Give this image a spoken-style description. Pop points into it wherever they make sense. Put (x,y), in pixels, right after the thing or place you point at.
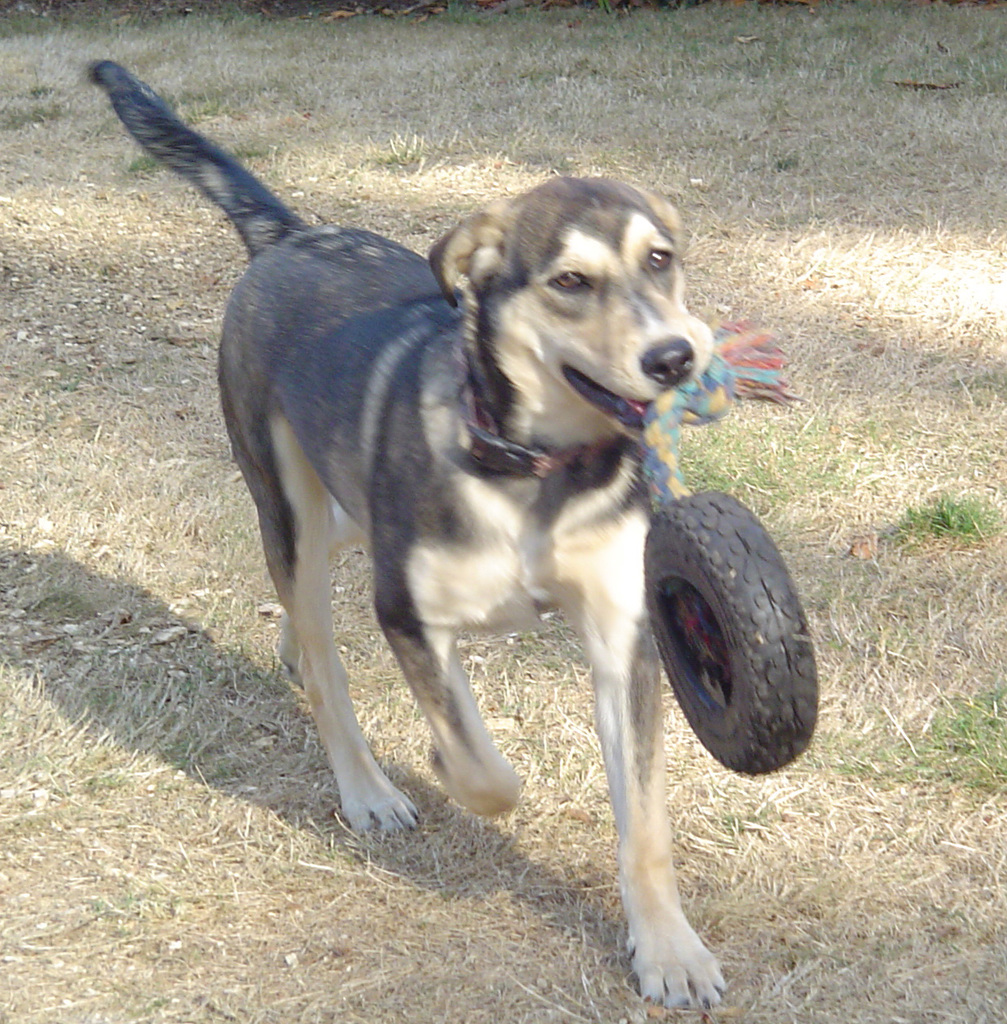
In this image in the center (346,435) there is a dog (371,458) running, holding a tyre (679,579) in its mouth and there is dry grass (250,558) on the ground (250,558).
